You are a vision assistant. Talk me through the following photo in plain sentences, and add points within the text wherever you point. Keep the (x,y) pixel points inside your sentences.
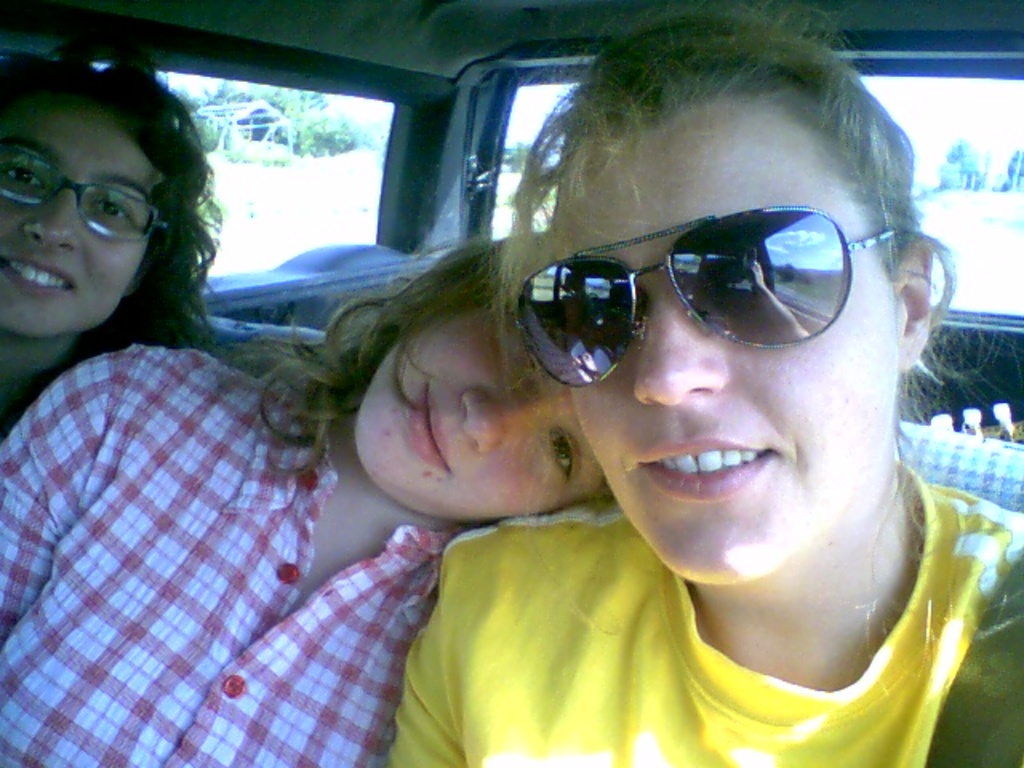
In this image we can see three persons (908,659) sitting inside a vehicle (206,306). One woman (828,323) is wearing goggles (708,252). In the background (292,147), we can see the windows (342,155), group of poles (272,127) and a group of trees (949,165).
